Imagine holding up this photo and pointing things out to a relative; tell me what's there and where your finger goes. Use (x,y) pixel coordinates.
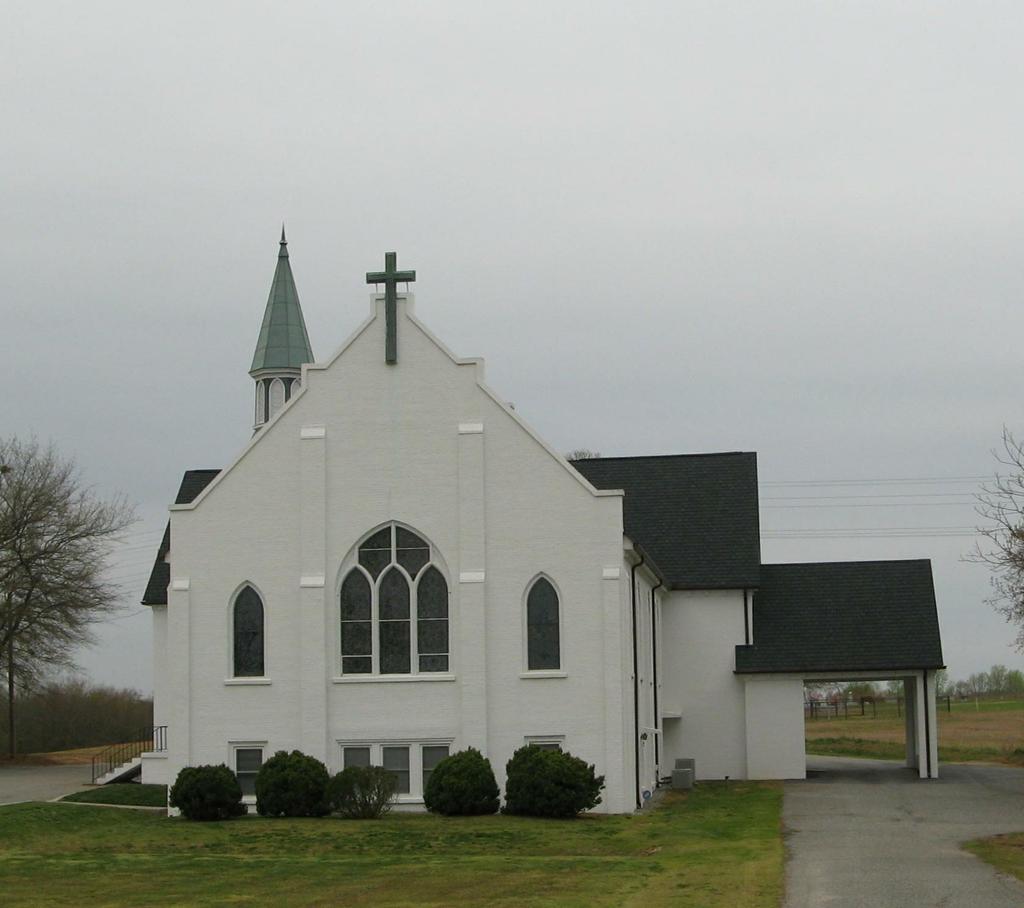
At the bottom (319,869) we can see grass (12,878) and plants (518,799) on the ground (581,881). we can see a building (320,636), windows (352,618) and roof (682,542). In the background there are trees (24,525), grass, electric wires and clouds (308,184) in the sky (308,184).
